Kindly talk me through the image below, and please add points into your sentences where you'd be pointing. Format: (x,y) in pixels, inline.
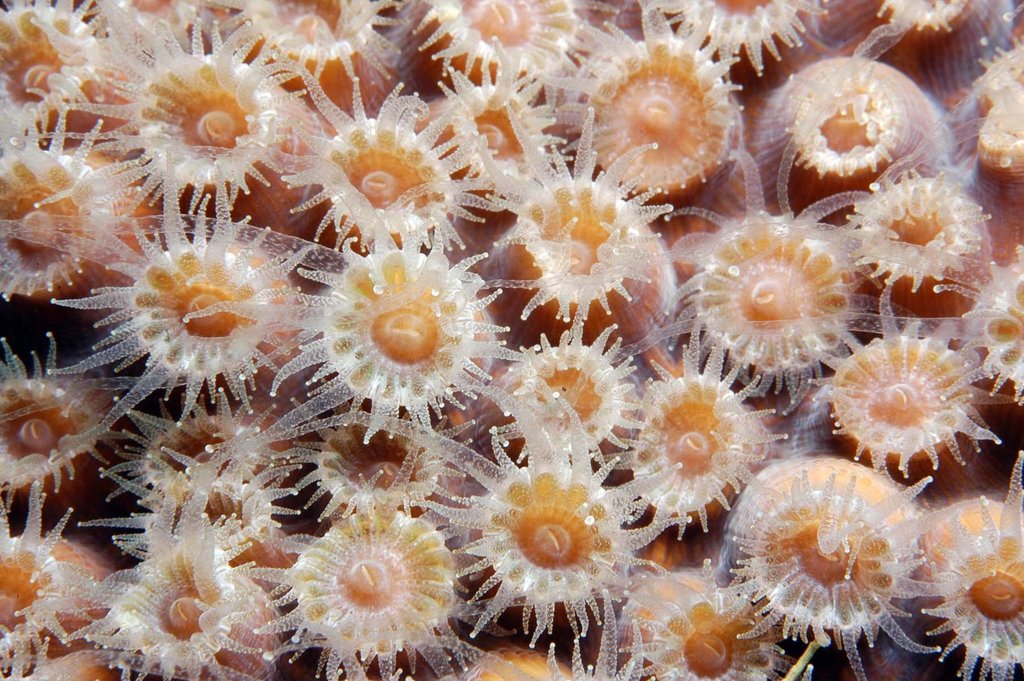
In the image there are white and orange color polyps (541,259) of coral reefs (309,429).
